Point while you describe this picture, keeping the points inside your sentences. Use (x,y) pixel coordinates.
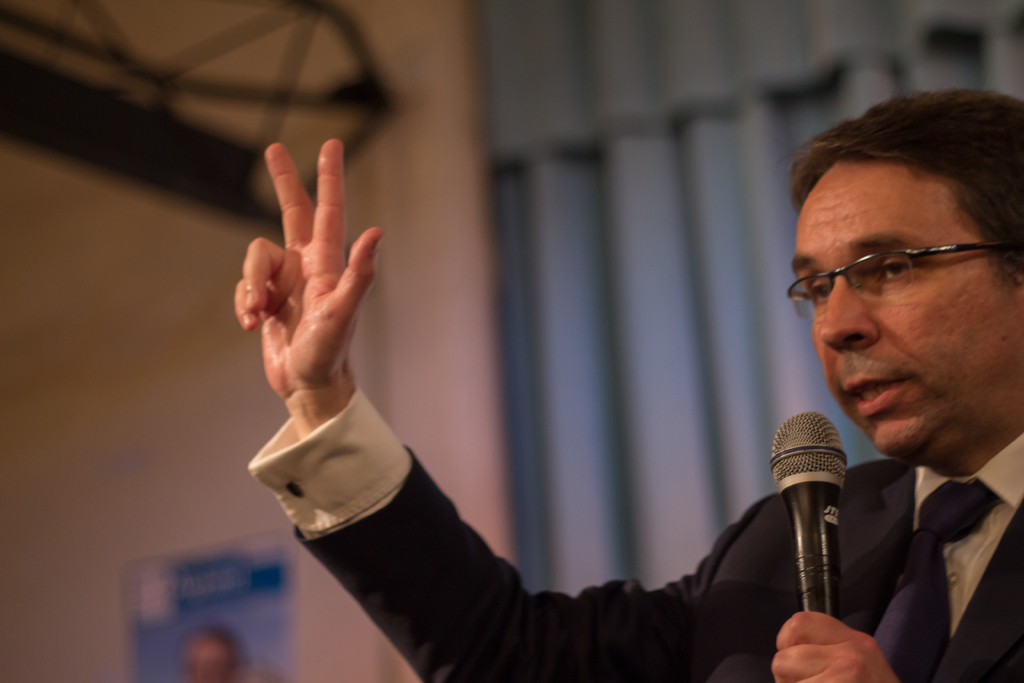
This picture is taken inside a room (246,144). In the right side (890,388) one person (890,439) is talking something. He is holding a mic (799,451). He is wearing glasses (903,275), suit (435,560), white shirt (392,475), blue tie (909,607). In the background (684,219) there is curtain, wall (139,406), poster (213,594).
